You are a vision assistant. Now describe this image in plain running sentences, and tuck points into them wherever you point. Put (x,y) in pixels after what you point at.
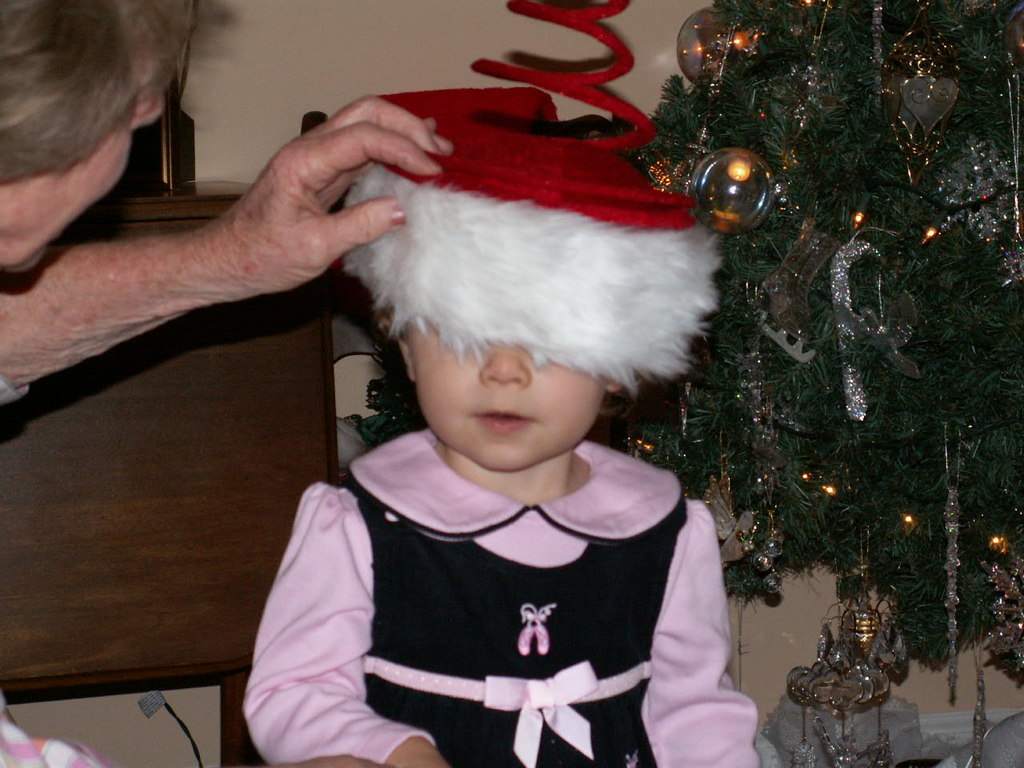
In this picture we can see a child (414,741). There is a person (104,332) on the left side (58,332). We can see a Christmas tree (838,504) and decorative items (834,302) on this tree (783,540). This tree (1014,359) is on the right side (706,122). There is an object (143,171) on a wooden desk (213,209). A wall (438,32) is visible in the background (366,36).
